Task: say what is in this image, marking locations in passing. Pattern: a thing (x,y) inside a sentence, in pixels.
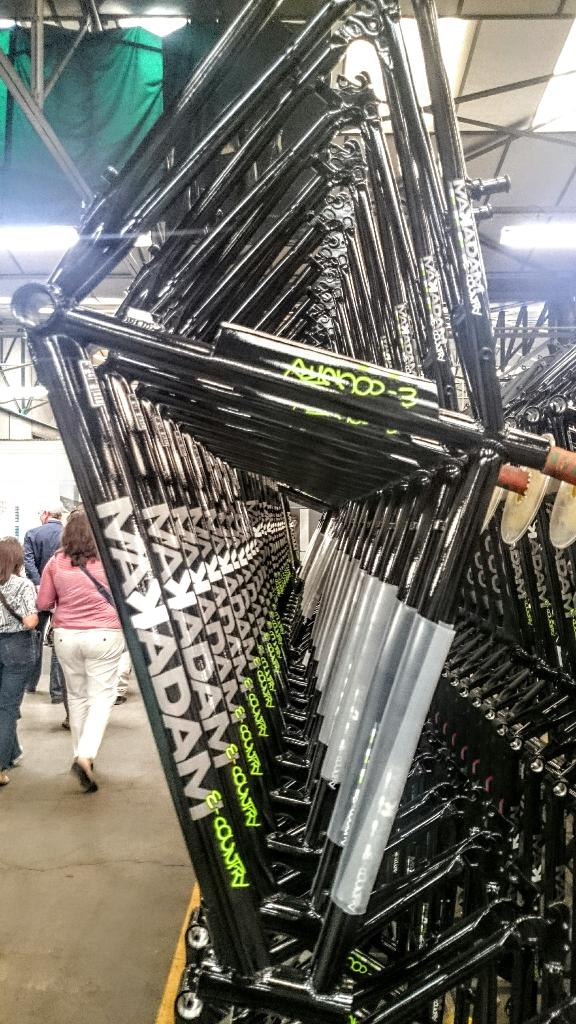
In this image, I can see the frames (235,760) of the bicycles (512,668). On the left side of the image (92,739), there are few people (15,671) walking on a pathway (103,784). At the top of the image (111,86), I can see a cloth (163,64) and there are ceiling lights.
